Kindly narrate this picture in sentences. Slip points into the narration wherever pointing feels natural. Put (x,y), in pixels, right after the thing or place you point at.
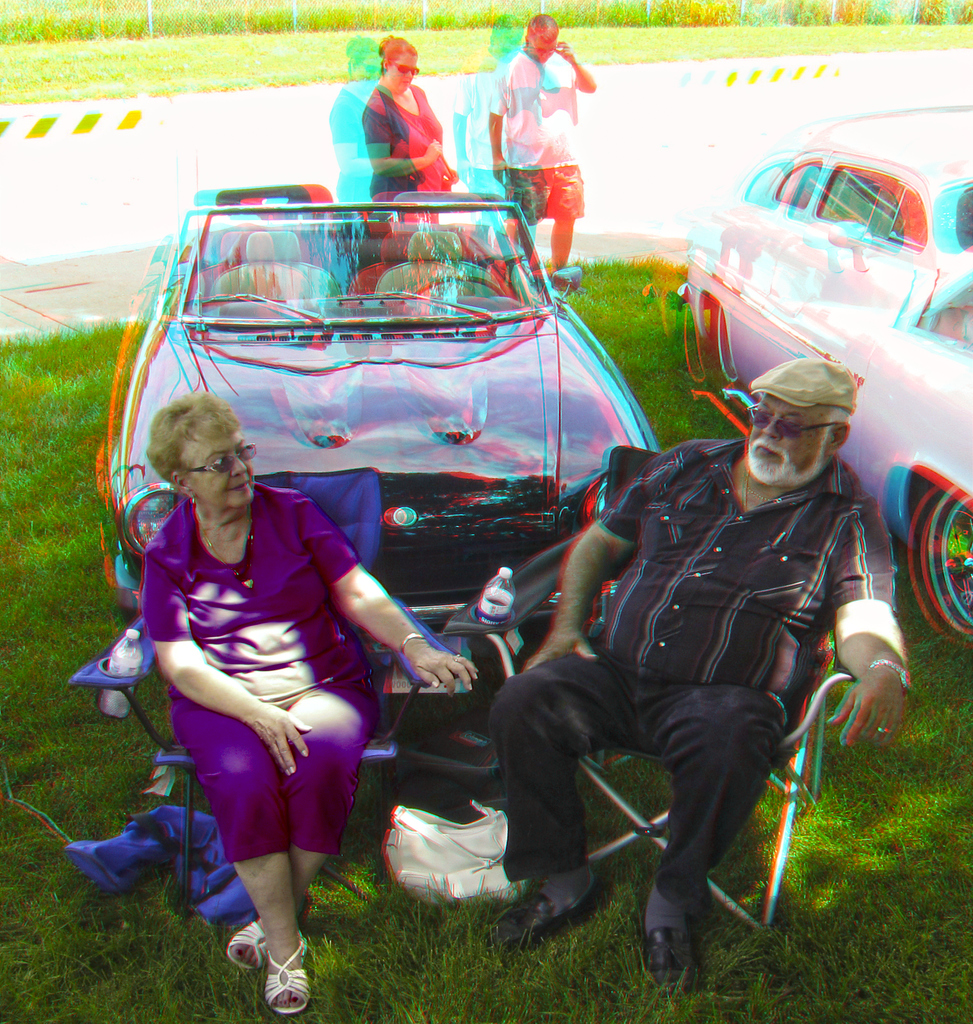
In this image we can see two vehicles (499,371), two persons (559,604) sitting on the chairs (543,604) and two of them are standing on the grass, behind them, we can see a road (211,149), fences (196,21), grass (116,70) and a few plants (349,20).
